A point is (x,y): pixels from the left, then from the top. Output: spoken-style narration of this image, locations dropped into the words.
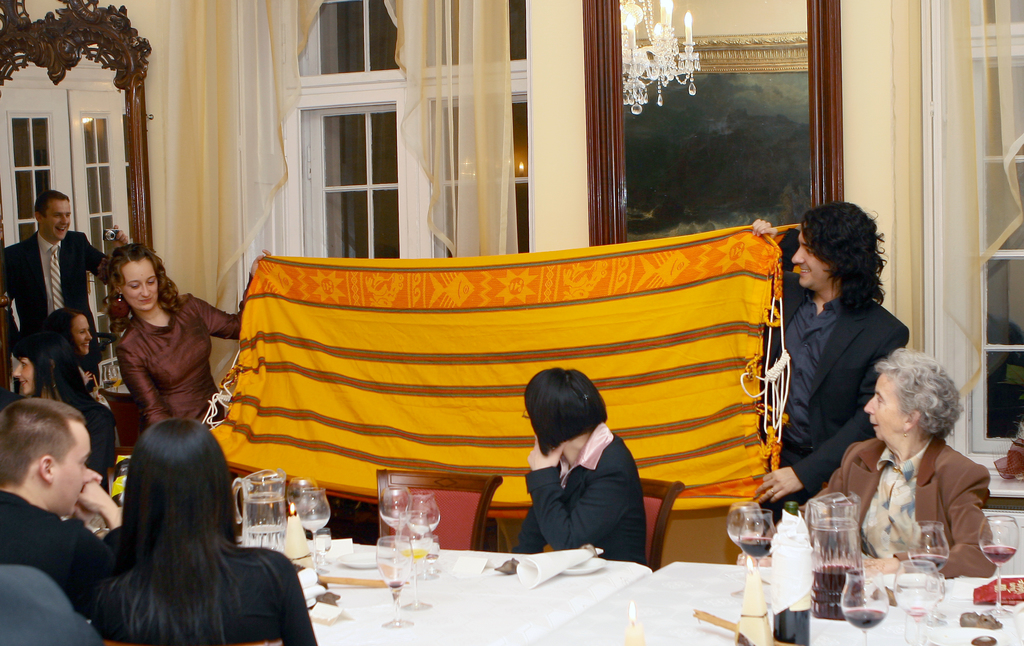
In this picture there are some people (71,323) sitting on the chairs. And behind them there are two people (850,322) standing and showing a cloth (348,344) which is yellow color. On the table (440,606) there are glasses (308,510), tissues (530,571), jugs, paper (461,569). In the background (459,236) there is a window (345,113) with curtains (290,56) and a mirror (666,115).
